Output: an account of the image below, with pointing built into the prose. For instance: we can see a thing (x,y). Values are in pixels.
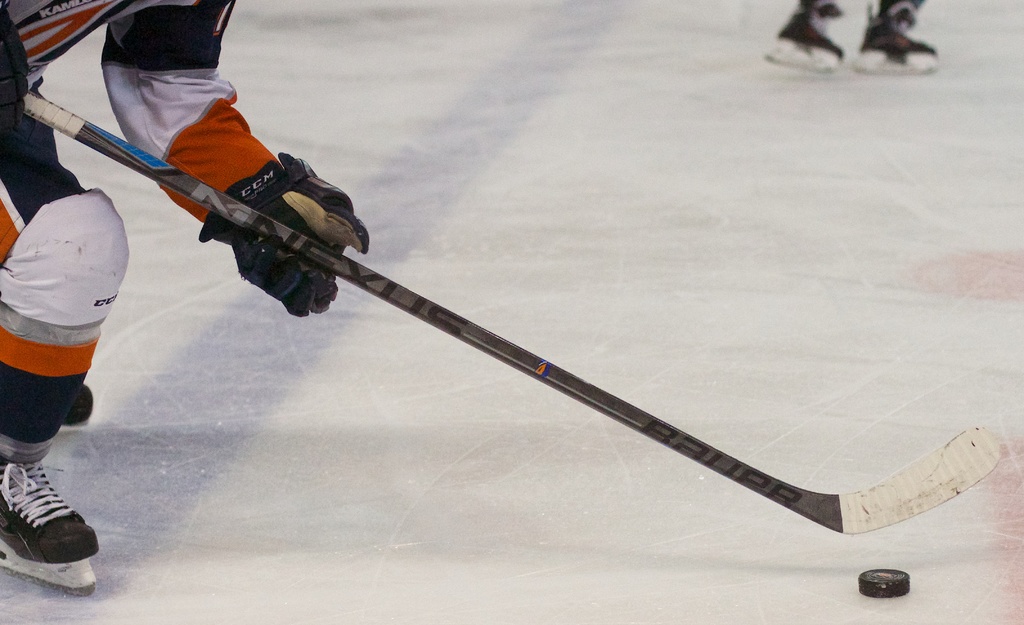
In this image I can see the person (172,194) wearing the white, orange and black color jersey (145,118). The person (52,209) is holding the hockey stick (186,189) and there is a puck (866,592) on the ice (788,592). In the background (904,27) I can see the another person legs (807,27). These people (779,36) are on the ice (734,36).
